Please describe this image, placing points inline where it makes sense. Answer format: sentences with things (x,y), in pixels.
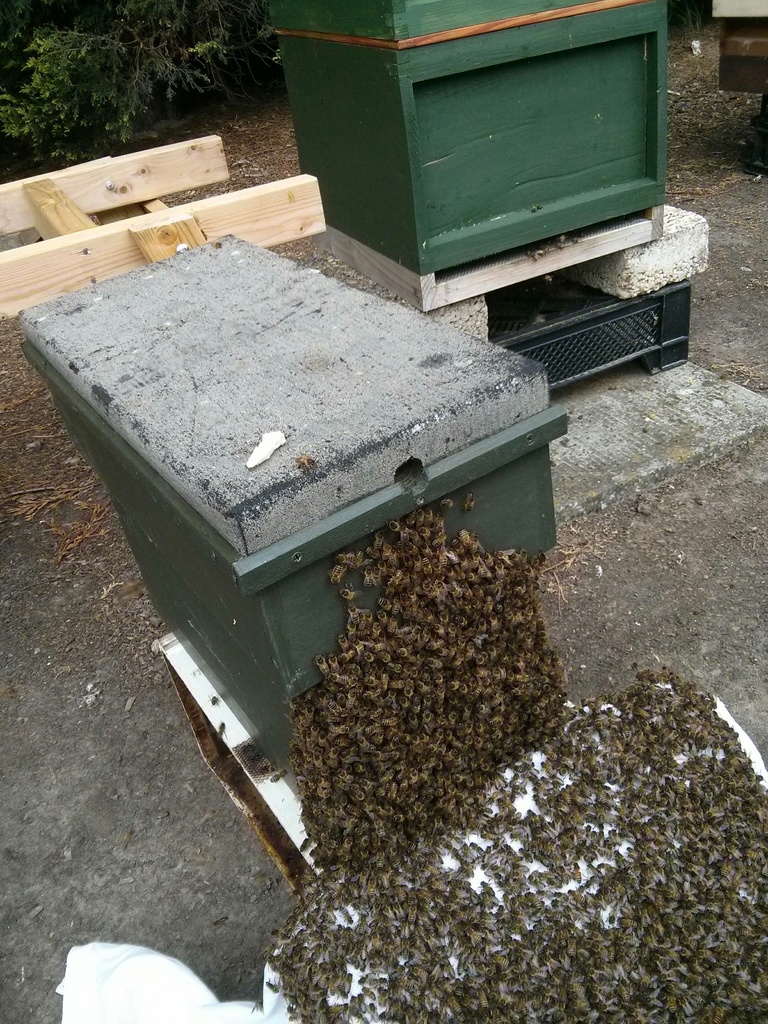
In this image we can see wooden boxes (349,383) and there are bees (547,875). In the background (61,265) there is a bench (90,229) and a tree (194,79).
